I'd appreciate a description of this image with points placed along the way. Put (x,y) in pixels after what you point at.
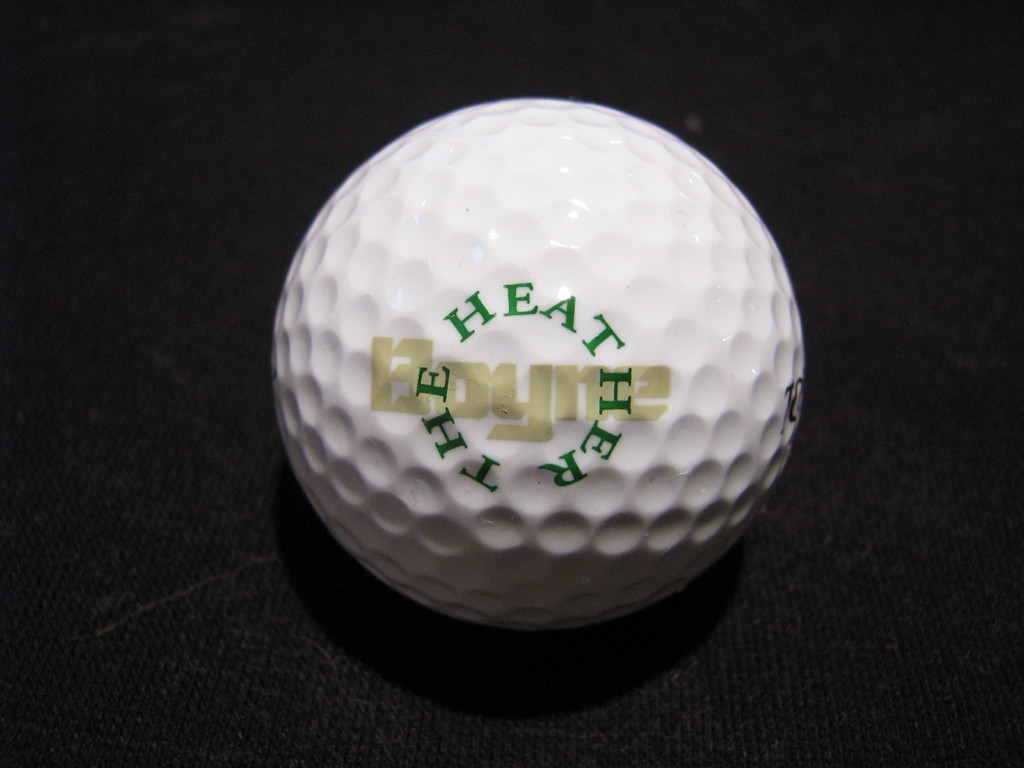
In this picture there is a golf ball (451,314) on a black surface (156,361).
